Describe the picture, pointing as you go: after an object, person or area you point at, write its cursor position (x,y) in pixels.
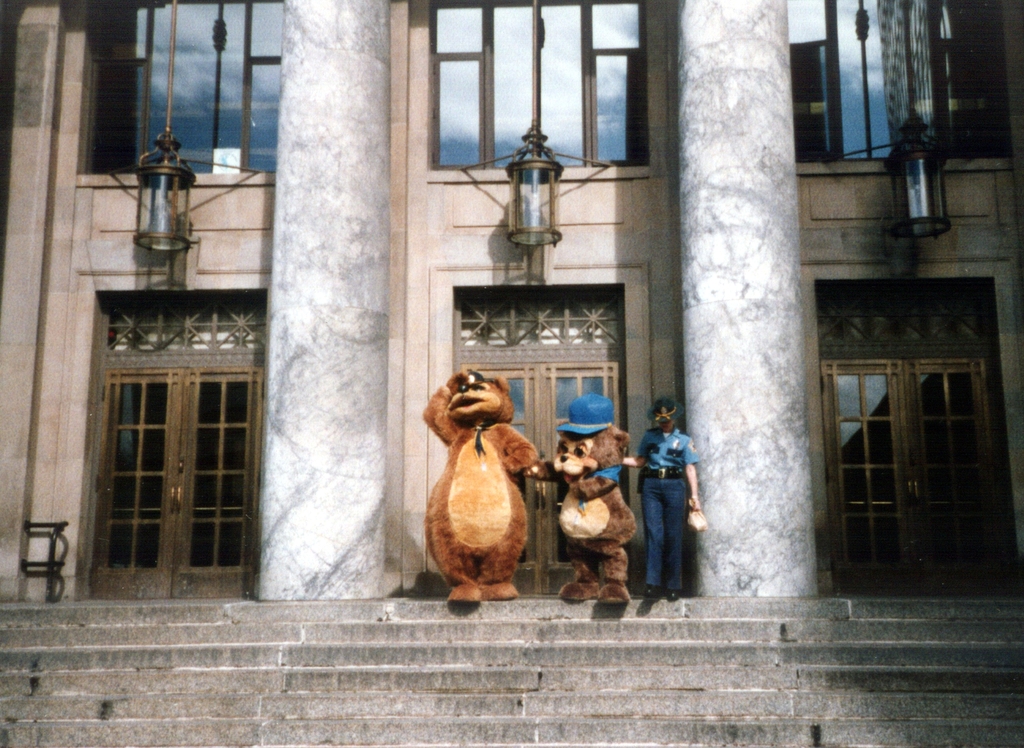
In this image, in the middle (482,474) there are two cartoon toys (523,515) and a person (696,505). At the bottom (667,681) there is a staircase (658,692). In the background (714,516) there is a building (481,207), windows (506,116), glasses (564,114), lamps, doors (550,505), pillars (315,227) and a wall (62,221).
